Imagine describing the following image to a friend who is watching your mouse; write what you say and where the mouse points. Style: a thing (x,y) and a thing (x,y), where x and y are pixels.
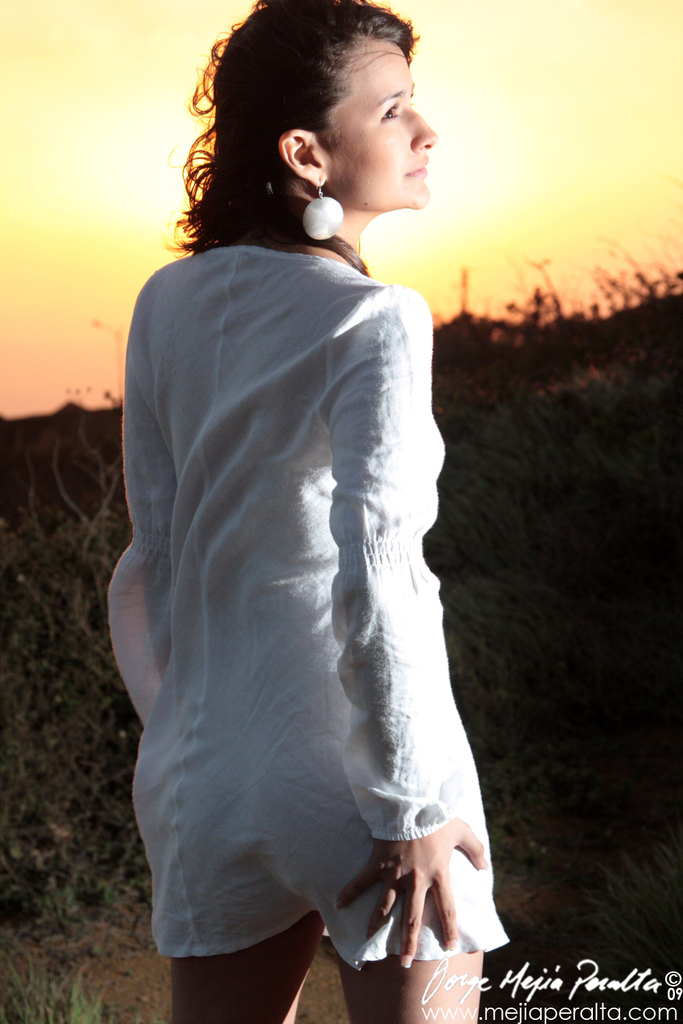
In this image there is one woman (298,527) standing and she is wearing a white dress (209,428). At the top (132,110) there is sky (75,280), and at the bottom of the image (667,1016) there is text (576,1014).
